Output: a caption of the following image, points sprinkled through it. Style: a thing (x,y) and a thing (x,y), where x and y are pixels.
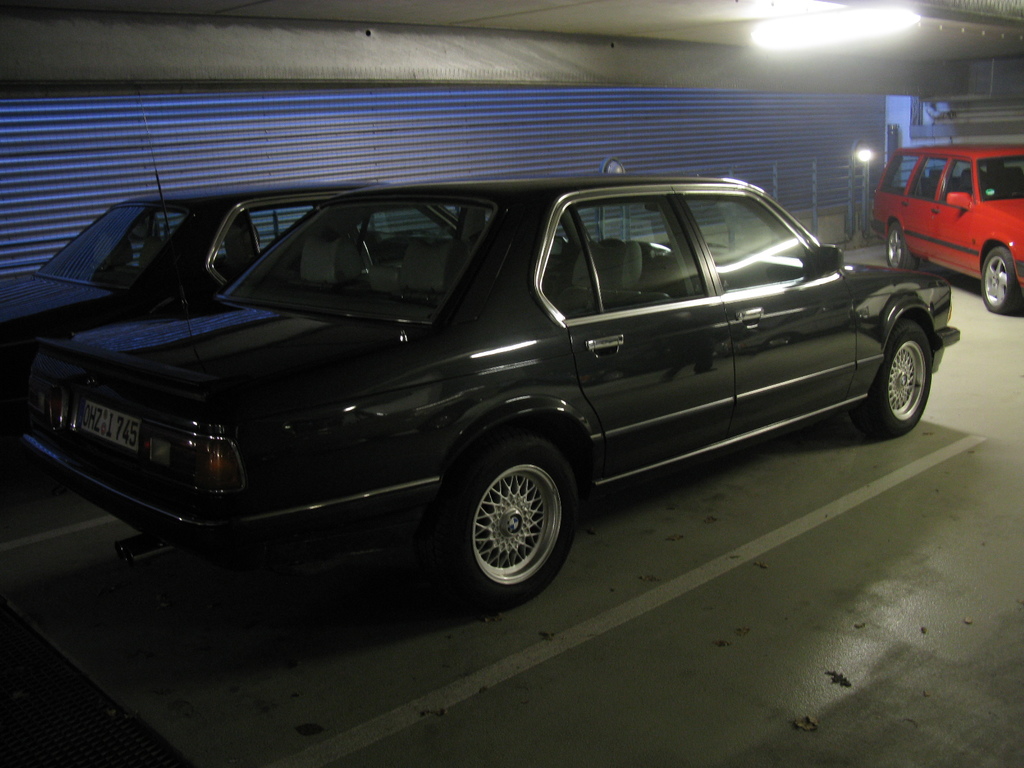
In this image, we can see cars (886,315) in front of the metal sheet (467,172). There is a light (791,24) in the top right of the image (823,23).
